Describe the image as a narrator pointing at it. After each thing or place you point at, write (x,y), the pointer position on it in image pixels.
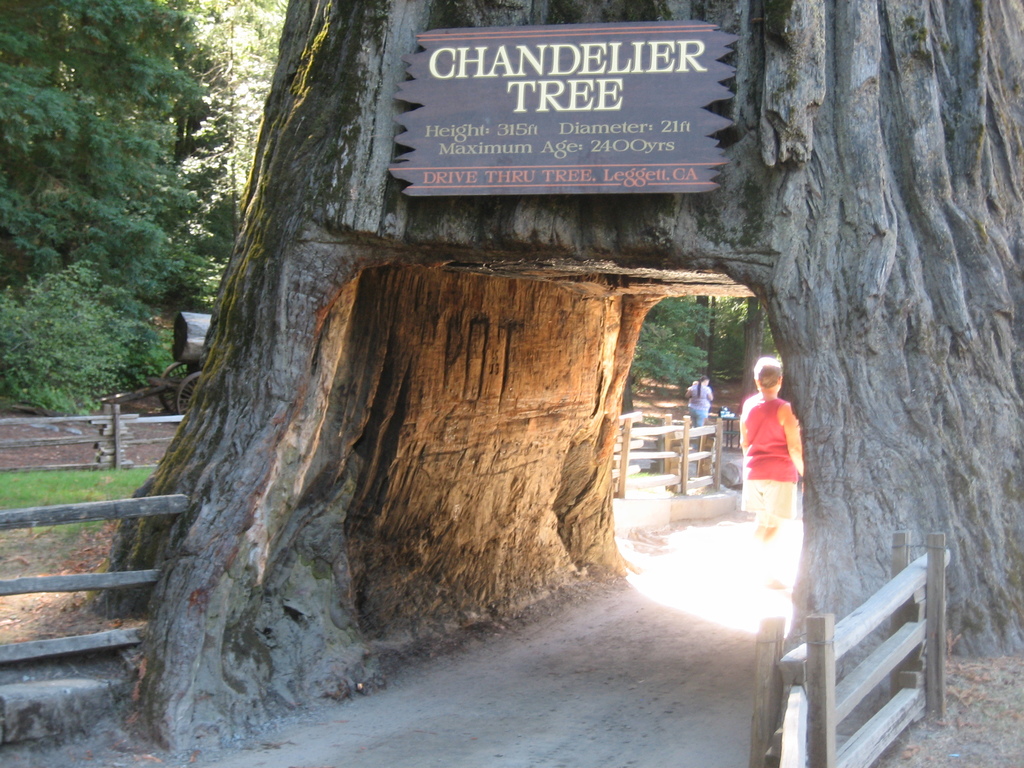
In the image there is a tree (291,2) and under the tree (664,259) there is a small cave (548,261), inside the cave (525,484) there is a person (758,470) standing and there is a wooden fencing (676,434) beside the person (770,416), the bright sunlight (715,531) is falling on the surface (697,535) of the person (759,484). On the left side (149,337) there are many trees (58,206).
